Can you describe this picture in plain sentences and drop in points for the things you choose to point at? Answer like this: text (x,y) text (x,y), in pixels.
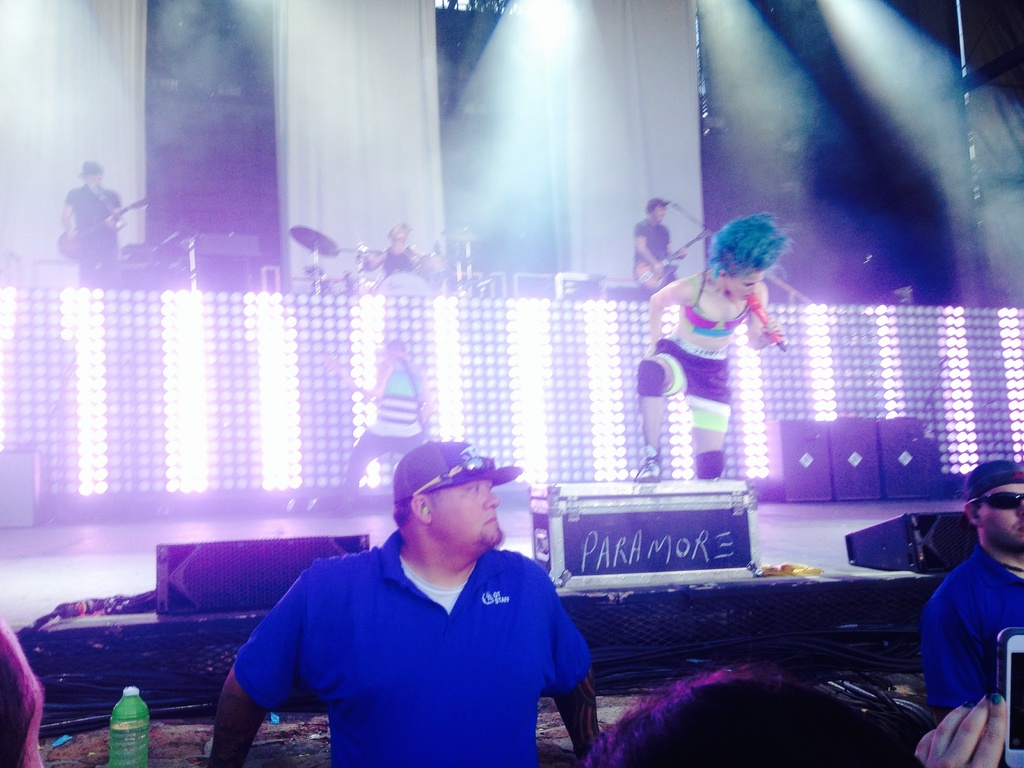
In the center of the image (651,435) there are singing the songs on the stage (777,525). In front of them there are a few objects (749,522). Behind them there are lights (561,404). On the left side of the image (149,724) there is a water bottle (144,711). In front of the image there are people (798,710). In the background of the image (415,260) there are a few other people (647,233) playing musical instruments (319,247). Behind them there are pillars (381,74).
